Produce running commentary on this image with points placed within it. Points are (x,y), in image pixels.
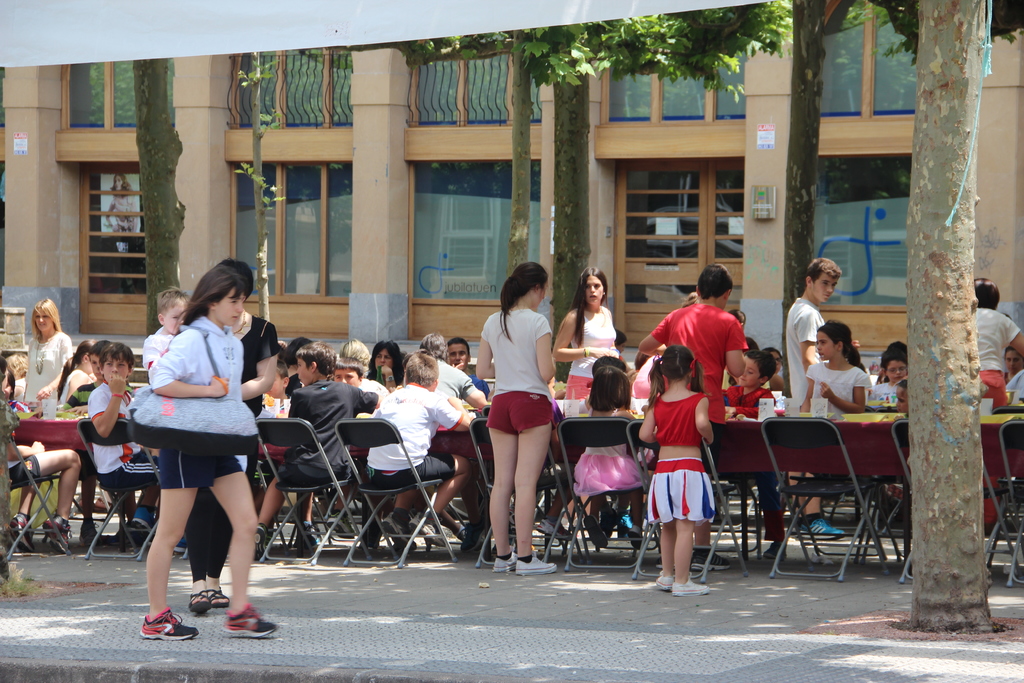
In this image there is a woman (188,468) walking on the pavement (225,578), behind the women (239,576) there are a few kids (392,402) seated on chairs (314,433), in front of them on the table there are food items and there are few adults (515,389) standing, behind the kids (332,387) there are trees (522,223) and there is a building (668,164).
